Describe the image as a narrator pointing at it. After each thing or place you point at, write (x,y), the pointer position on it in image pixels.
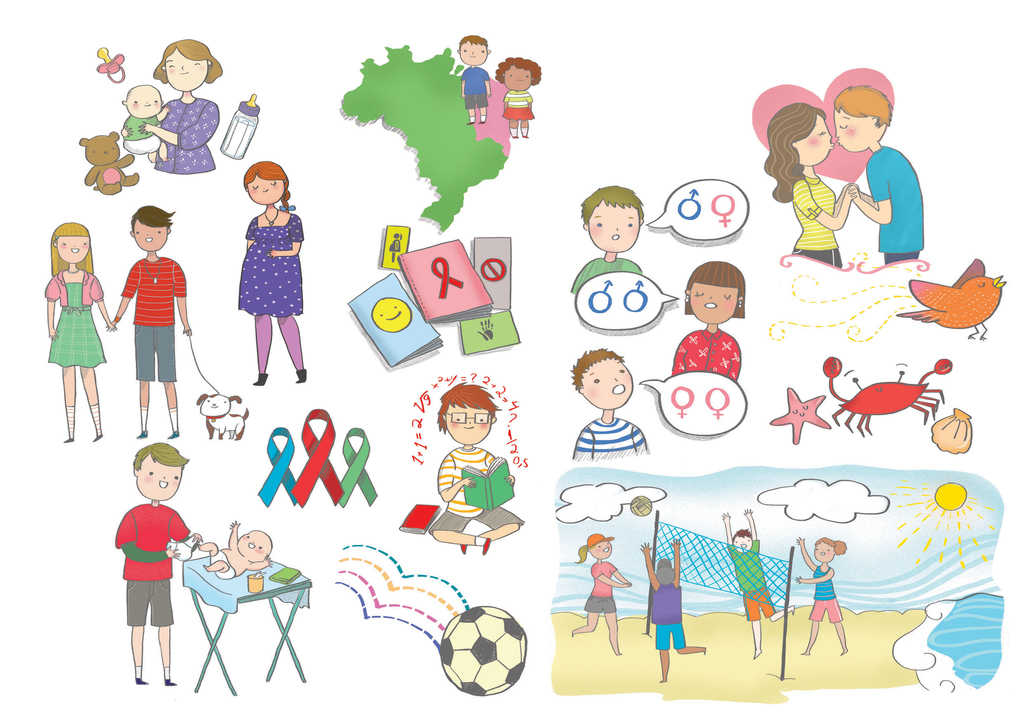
In the picture I can see the paintings (810,478). I can see the painting (713,523) of four persons (649,568) playing a game (821,575) on the bottom right side (823,552). There is a painting (497,483) of a boy (476,442) reading a book (502,464). I can see the painting (911,166) of a couple (794,108) on the top right side (823,170). There is a bird (967,300), a crab (940,366) and a starfish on the right side (978,286). I can see the painting (253,535) of a baby (217,556) on the table (266,613) on the bottom left side (255,549). There is a woman (209,123) holding a baby (133,95) on the top left side (134,97).
